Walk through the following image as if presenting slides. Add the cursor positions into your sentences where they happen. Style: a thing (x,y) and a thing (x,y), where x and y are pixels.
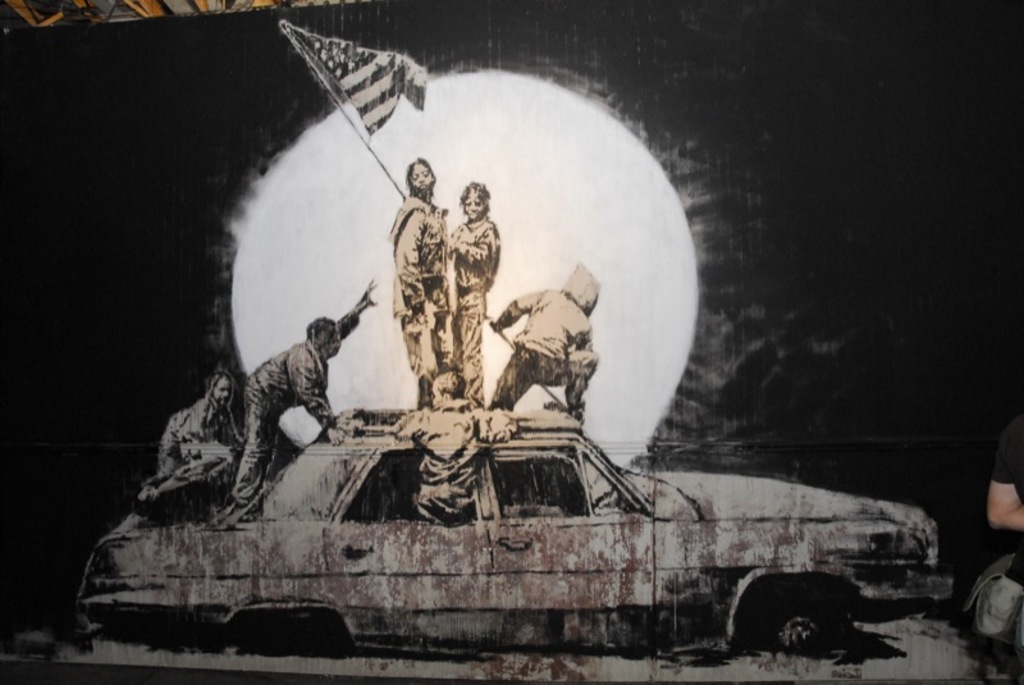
In this image I can see few people (473,482) on the car (531,435) and one person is holding the flag (330,86). Background (366,174) is in white and black color.
